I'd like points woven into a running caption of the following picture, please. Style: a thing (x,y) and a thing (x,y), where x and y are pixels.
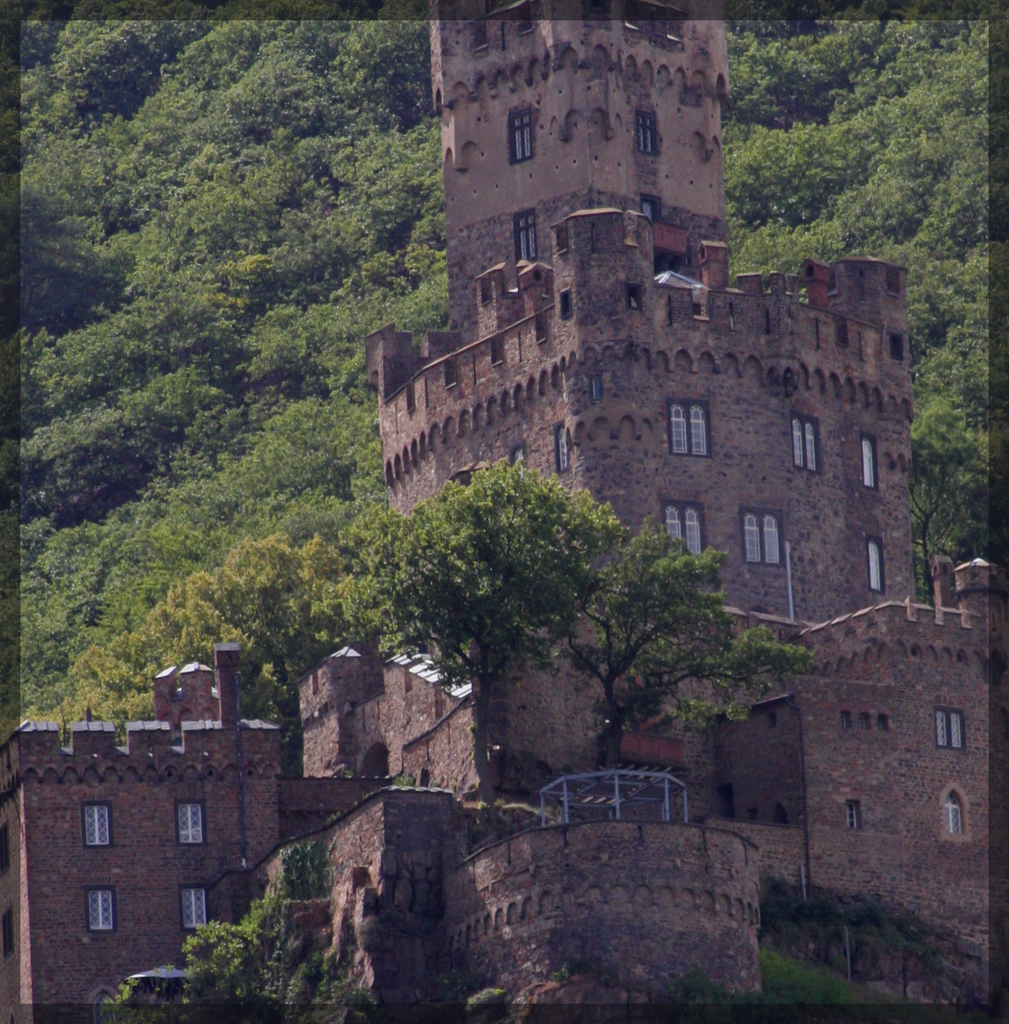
In the image there is a castle (116,904) with many windows (116,904) in the front (517,842) and there are trees (342,511) in the background (267,235) all over the image.
